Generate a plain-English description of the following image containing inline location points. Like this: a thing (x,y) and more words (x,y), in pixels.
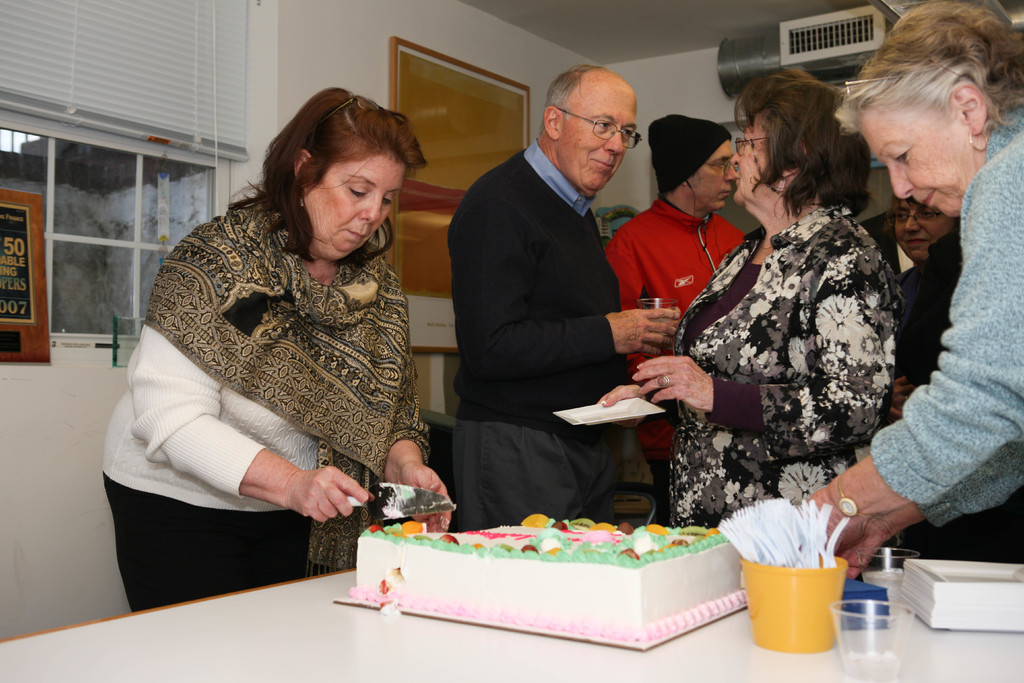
This picture is clicked inside the room (324,366). Here, we see many people (819,352) standing. Among them, some are women (799,253). In front of them, we see a table (474,660) on which a cake (603,594) and glass (888,588) is placed on it. Behind them, we see a wall (337,50) which is white in color and a photo frame (439,143). On the left corner of the picture (176,158), we see a window (123,235) and a board (25,276) with some text (25,289) written on it.
